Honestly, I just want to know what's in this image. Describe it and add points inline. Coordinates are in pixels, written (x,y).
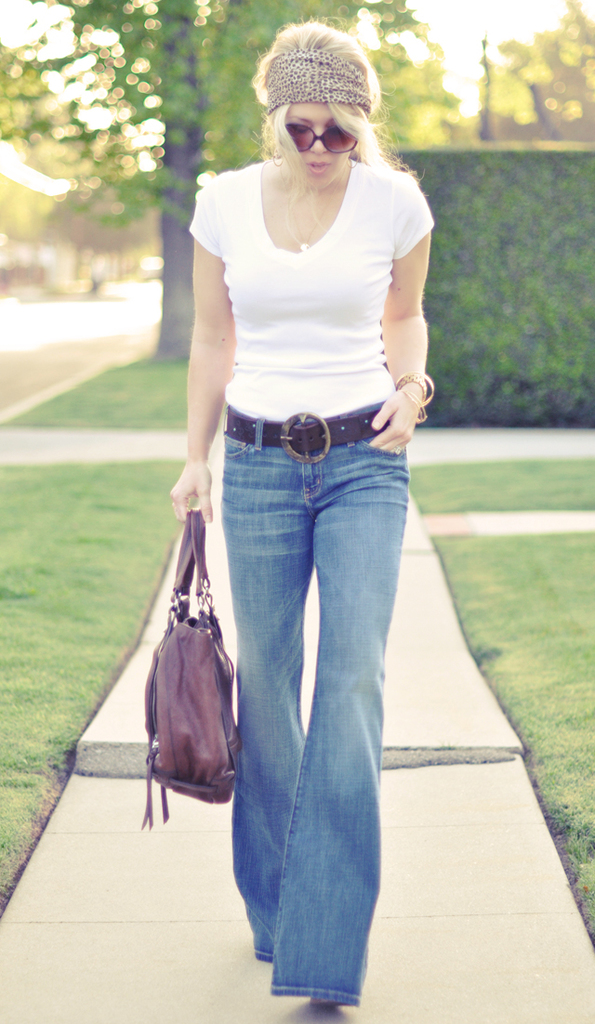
A woman (236,493) is walking holding a bag (217,631), there are trees (485,67), there is grass (478,555).
